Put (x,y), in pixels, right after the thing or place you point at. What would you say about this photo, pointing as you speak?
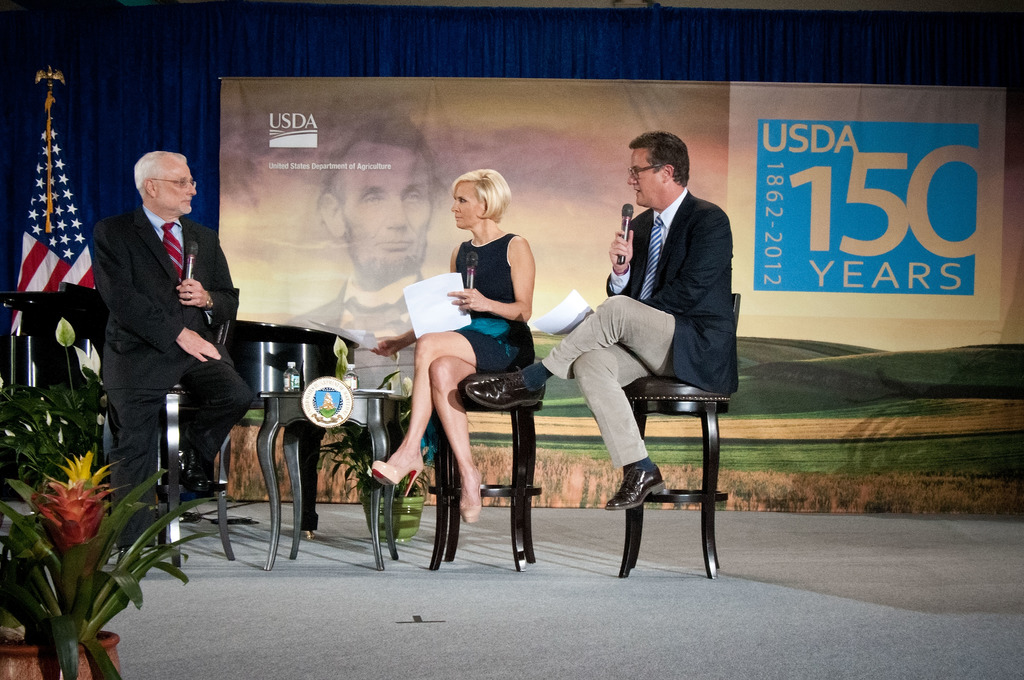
In this picture, we can see a few people (430,365) holding some objects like papers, and microphones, and we can see the ground (362,531) with some objects (104,580) like plants (89,577) in pots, chairs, flag (46,281), and in the background (803,270) we can see the wall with cloth (194,158), poster (531,225) with some text (896,285) and images (885,324) on it.
